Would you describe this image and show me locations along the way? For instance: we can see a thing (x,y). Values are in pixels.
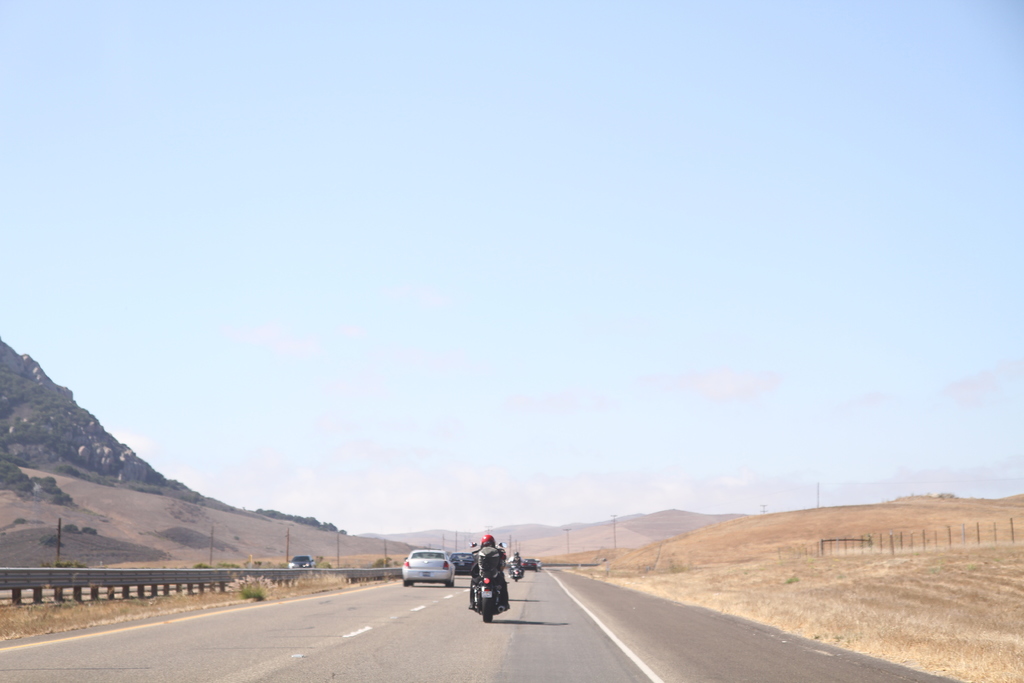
This image consists of vehicles (414,578) moving on the road (479,633). In the front (483,598), there is a man (497,571) riding a bike (480,606). At the bottom (285,641), there is a road (203,643). On the left (39,551), there is a mountain (93,561). On the right (813,548), we can see the dry grass (872,582) on the ground (864,579). At the top (413,220), there is sky (393,428).
